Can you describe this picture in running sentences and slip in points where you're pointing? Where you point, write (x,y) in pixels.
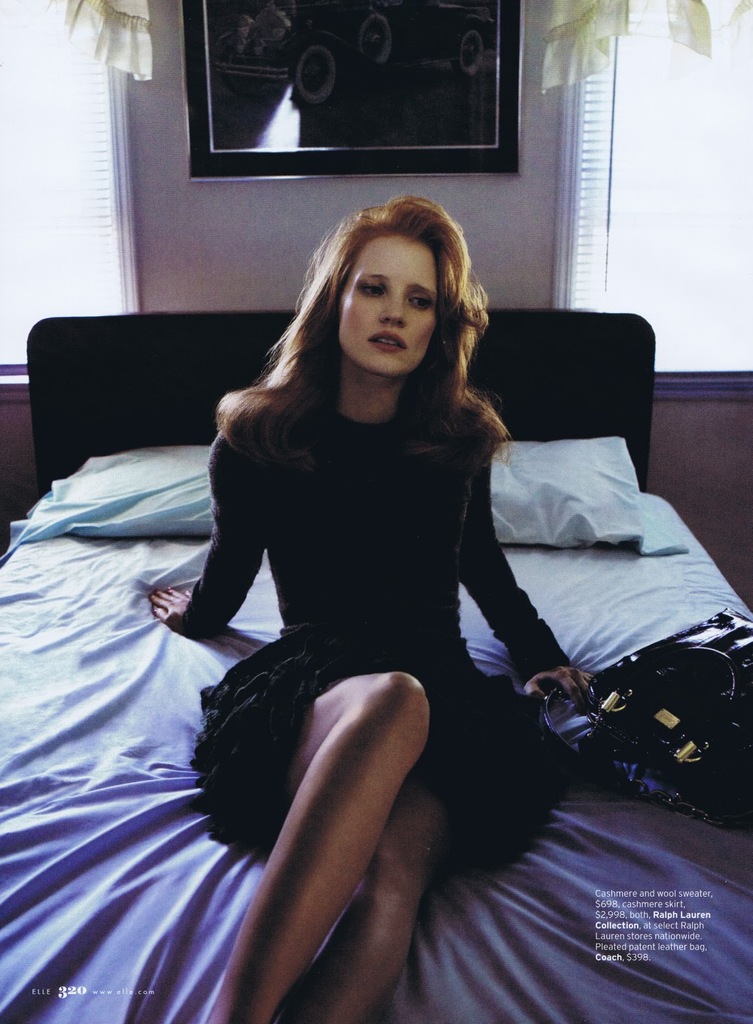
In the image one lady (298,548) wearing a black dress (288,618) is sitting on a bed (166,913). She is holding a bag (659,693). There are pillows (129,472) on the bed (156,798). In the background (399,81) there is a photo frame (296,121) hanged on the wall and window (105,147) with window blinds (658,159).
